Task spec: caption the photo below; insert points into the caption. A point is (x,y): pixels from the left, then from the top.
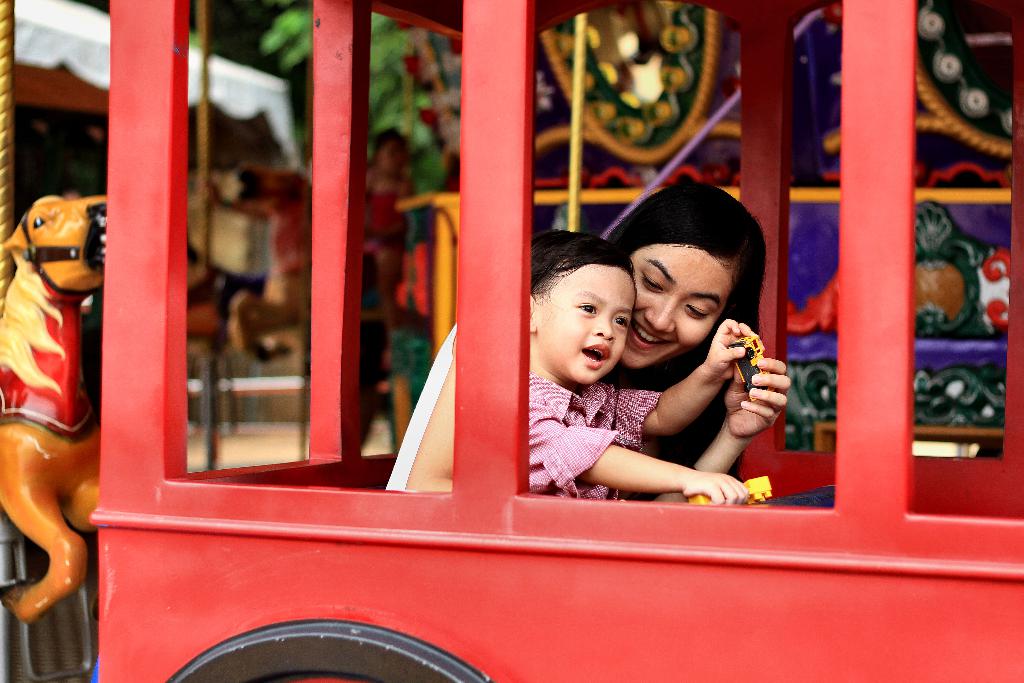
In this picture I can see two persons (549,393) sitting in a vehicle (474,393), and in the background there is a person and a horse carousel ride (372,371).
